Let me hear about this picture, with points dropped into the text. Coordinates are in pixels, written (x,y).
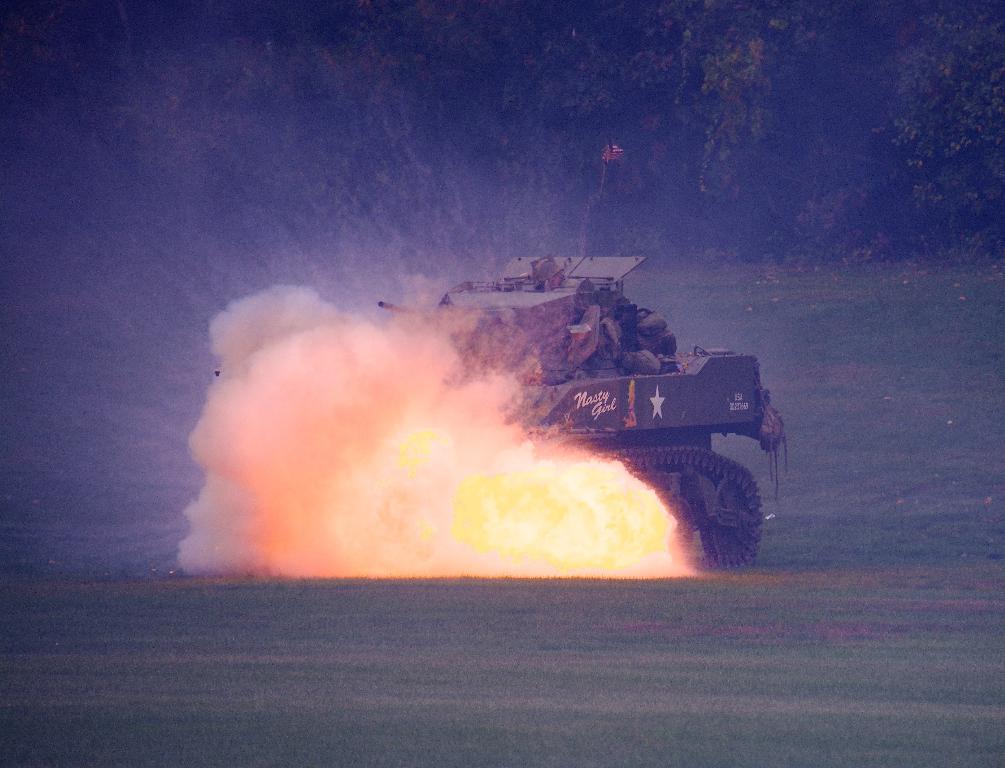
In this picture we can see a vehicle (562,325) on the ground (313,672), fire (458,498) and in the background (329,139) we can see trees (550,128).
